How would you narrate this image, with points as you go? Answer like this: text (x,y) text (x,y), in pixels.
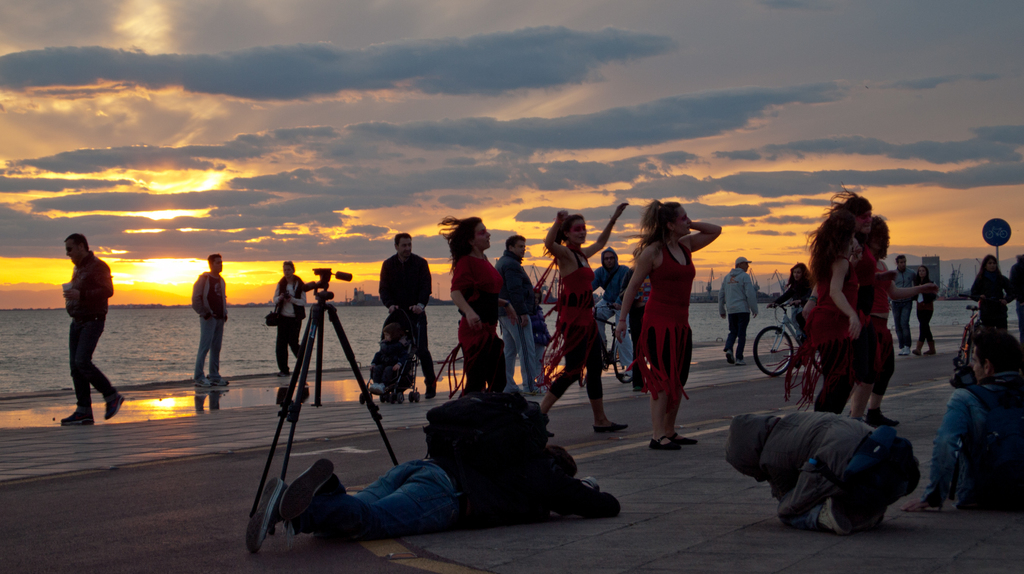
This is the picture of a sea (16,356). In this image there are group of people (874,399) dancing and few people (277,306) are walking, few people (987,327) are riding bicycle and few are standing. In the foreground (705,535) there is a person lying on the road (716,550). there are two persons (907,481) sitting on the road (961,564). There is a camera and there is a pole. At the back (171,338) there are buildings (765,295) and there is water (161,346). At the top (195,112) there is sky (177,138) and there are clouds (264,170) and there is a sun (163,258).
